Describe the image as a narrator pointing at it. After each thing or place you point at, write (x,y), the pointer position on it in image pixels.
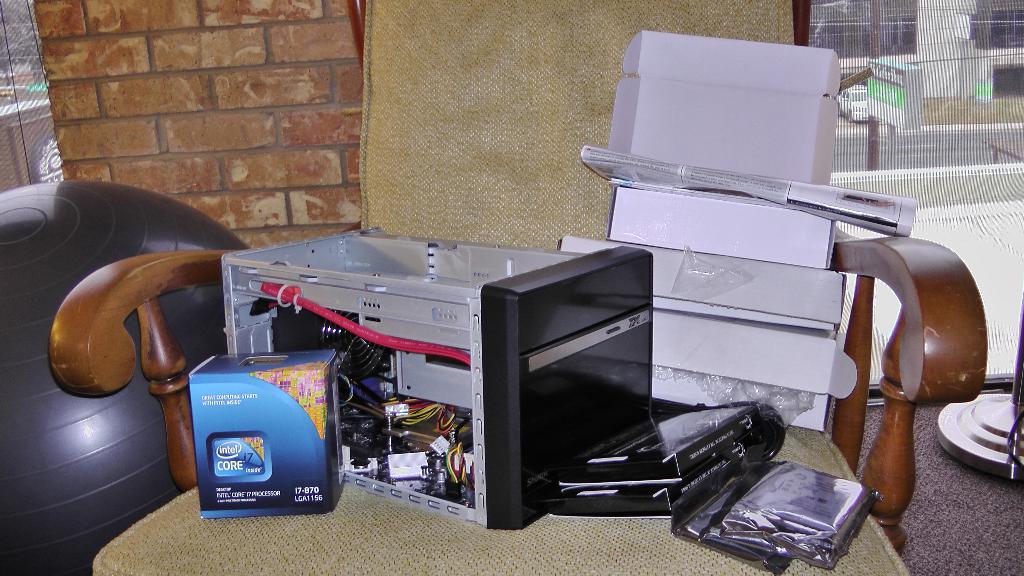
In the center of the image (598,284) we can see a computer case (275,313), boxes (640,220), and some objects (737,486) placed on the chair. In the background (205,67) we can see exercise ball (97,204), wall (141,98), vehicle (856,107), road (864,134) and building (950,50).
